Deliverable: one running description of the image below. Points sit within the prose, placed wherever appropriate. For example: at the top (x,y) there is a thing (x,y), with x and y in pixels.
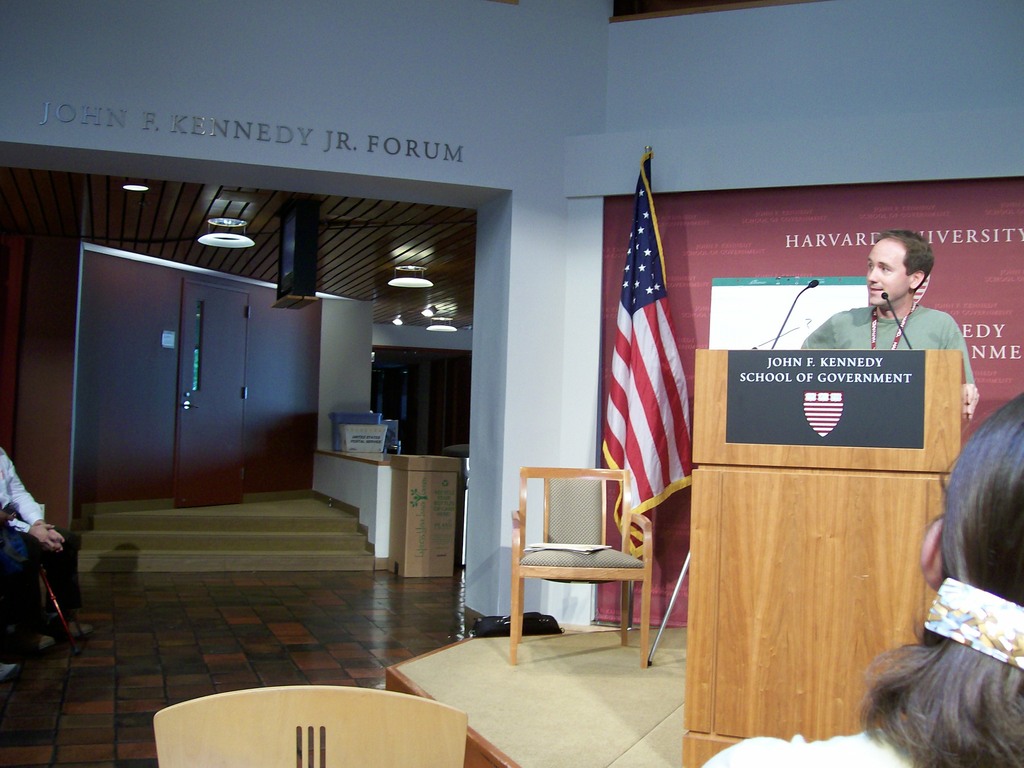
In this image I see a man (845,335) who is standing in front of a podium (689,724) and there are mics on it. I can also see few people (1012,422) who are sitting on chairs (274,755) and I see another chair (546,471) over here. In the background (615,585) I see the board (616,601) on which there are few words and I see a flag (646,156), steps (134,560), door (239,460) and lights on the ceiling (91,179).
